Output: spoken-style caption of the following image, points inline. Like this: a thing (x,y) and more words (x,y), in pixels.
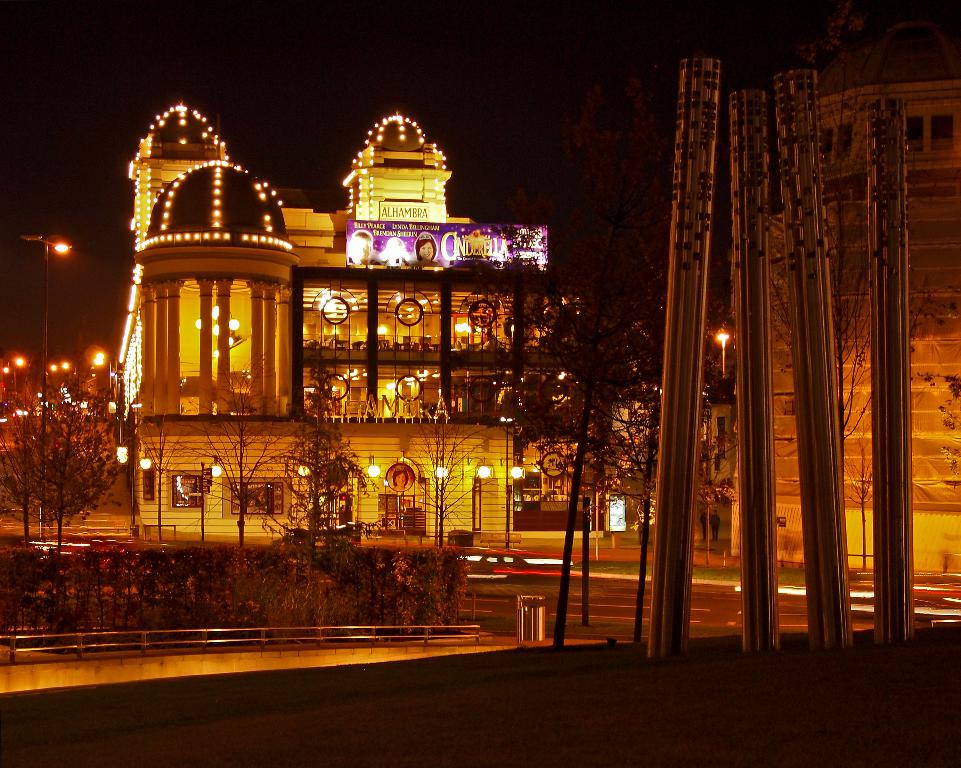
At the bottom (670,609) we can see poles (583,509) and trees (564,599) on the ground (335,669). In the background (235,589) there are plants (114,592), trees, light poles (47,272), buildings (222,406), decorative lights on the building (379,140), hoardings (402,258) on the building (372,205), hoardings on the ground (498,737), road (500,627) and other objects (366,652).
